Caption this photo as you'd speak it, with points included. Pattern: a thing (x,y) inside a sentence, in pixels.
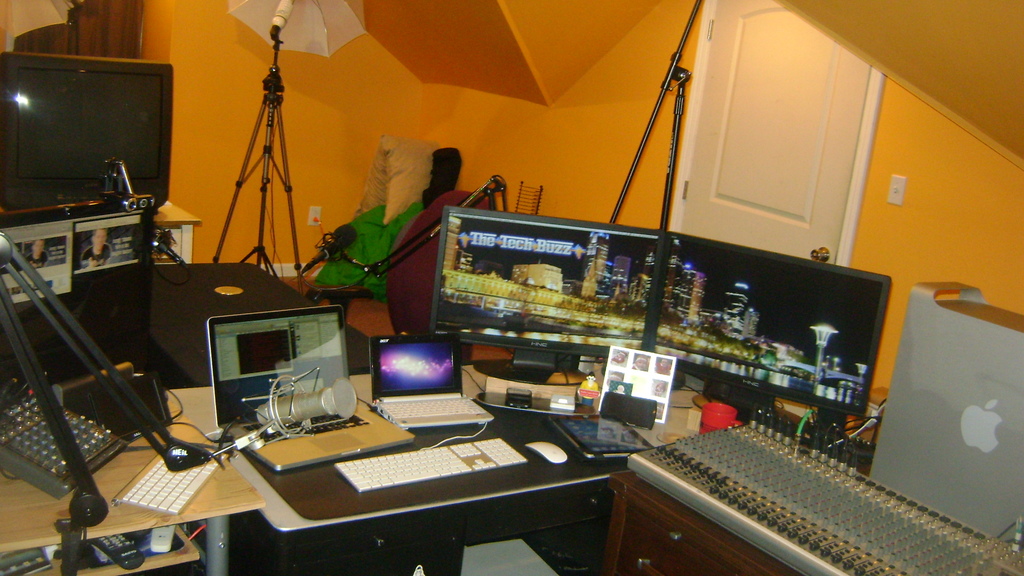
There are tables (396,488). On the tables (607,517) there are keyboards (394,459), mouse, laptops (352,428), computers (568,335), remote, CPU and many other things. Also there is a television (54,162) on the surface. There are mics (267,428) with mic stands (254,436). Also there is an umbrella (311,24) on a tripod stand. In the back (577,123) there is a wall (607,91). Also there is a door (726,144).
